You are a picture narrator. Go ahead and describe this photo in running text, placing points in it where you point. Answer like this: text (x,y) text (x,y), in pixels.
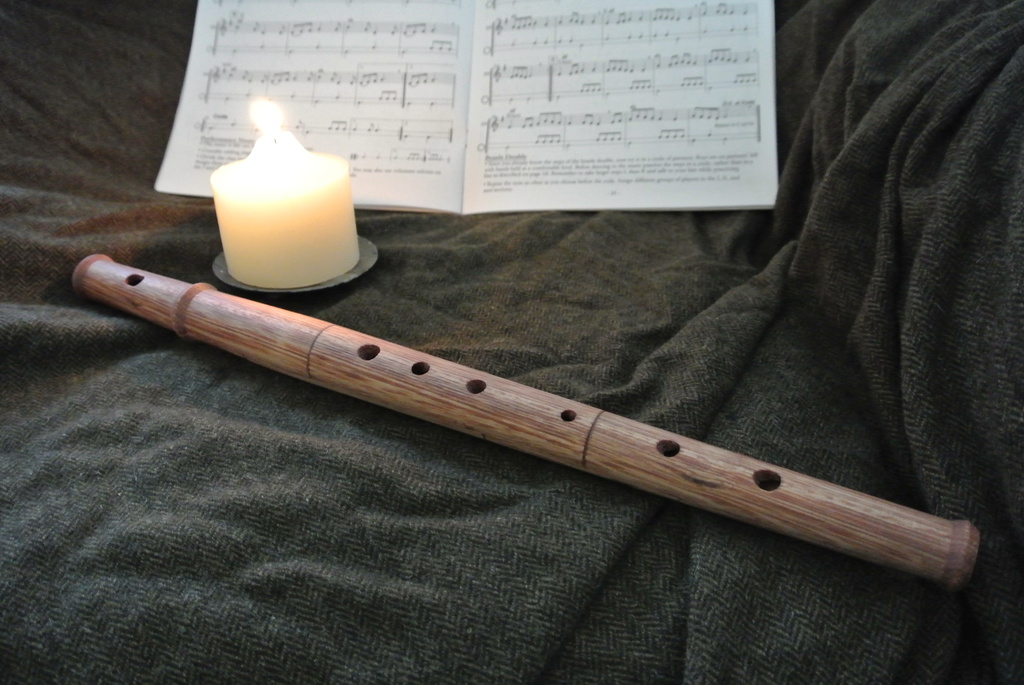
In this picture, we see a flute (649,484), a candle (297,263) and a book (411,93). At the bottom (417,505), we see a sheet (599,580) or a blanket (306,565) in black color.
